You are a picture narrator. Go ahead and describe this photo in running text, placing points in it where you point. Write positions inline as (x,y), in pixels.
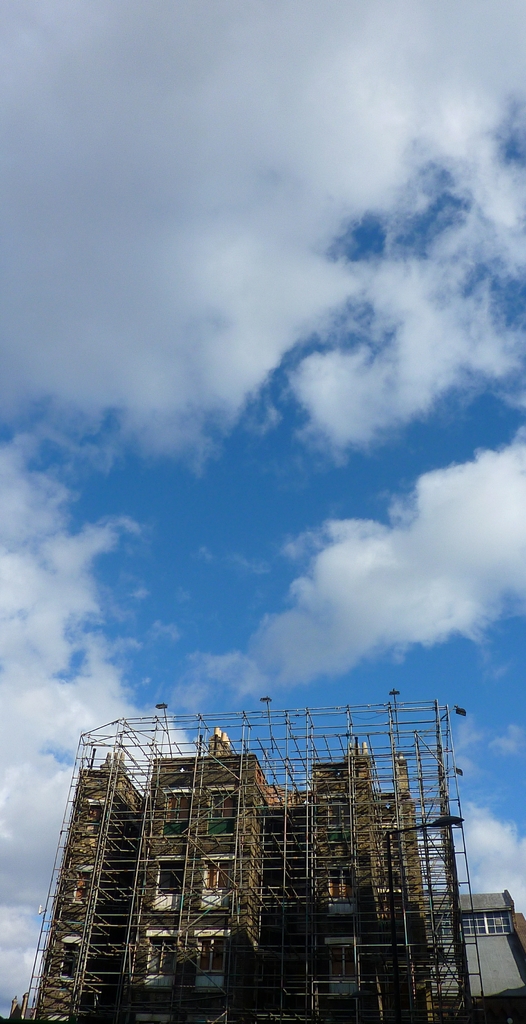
In this image there is an under construction building (335,878), a house (488,935) behind it and some clouds (316,215) in the sky (230,545).
